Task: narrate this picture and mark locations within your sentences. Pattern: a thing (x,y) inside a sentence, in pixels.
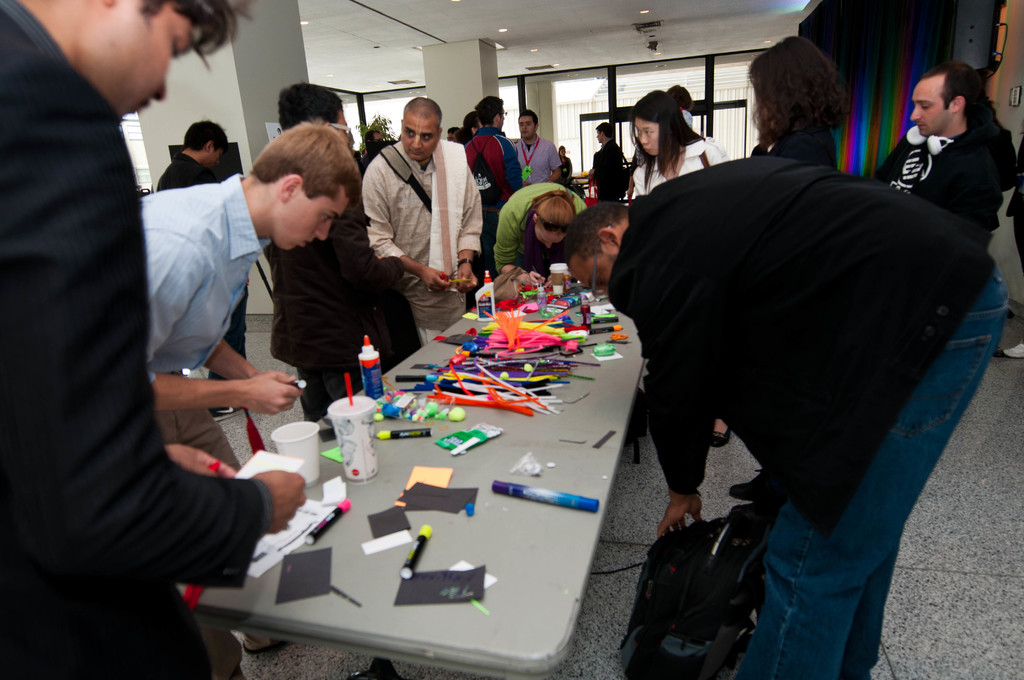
In the center of the image (680,360) we can see a few people (383,314) are standing around the table (616,385). And we can see a few people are holding some objects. On the table (580,419), we can see markers (407,437), papers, glasses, bottles (377,396), papers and a few other objects (453,412). In the background (664,69) there is a wall (153,121), board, curtain (869,37), glass (586,83), plant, pillars (179,119), lights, few people (932,106) are standing and few other objects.
